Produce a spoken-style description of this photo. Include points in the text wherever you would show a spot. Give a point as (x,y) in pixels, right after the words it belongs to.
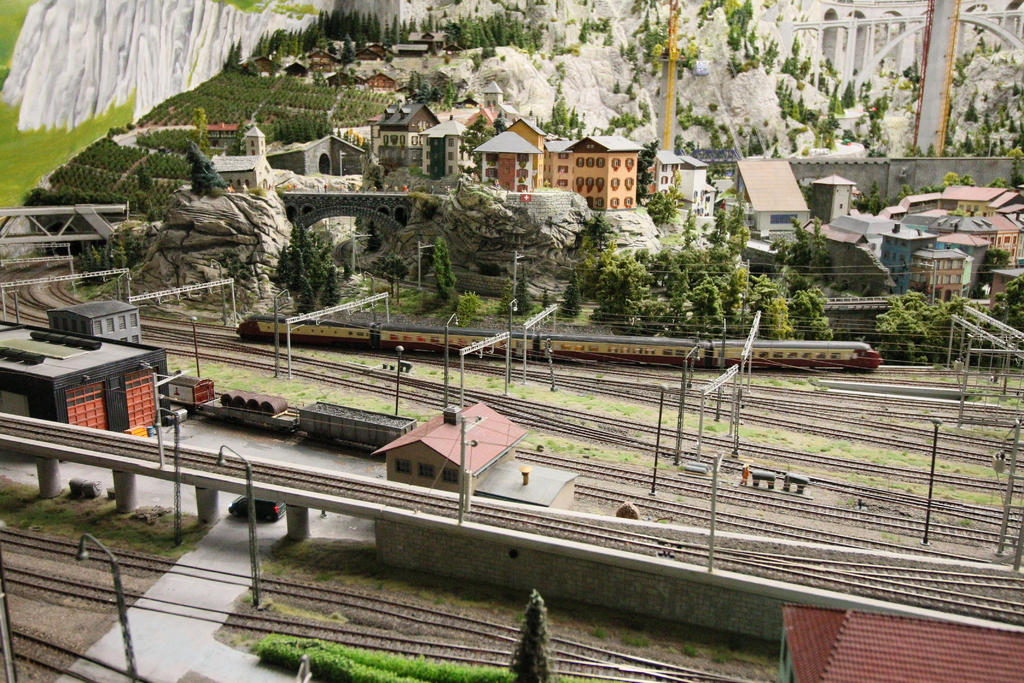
In this picture we can see railway tracks (363,496), poles (926,512), plants (980,499), train (651,343), trees (293,249), and houses (686,184). In the background (473,10) there is a mountain (723,65).
